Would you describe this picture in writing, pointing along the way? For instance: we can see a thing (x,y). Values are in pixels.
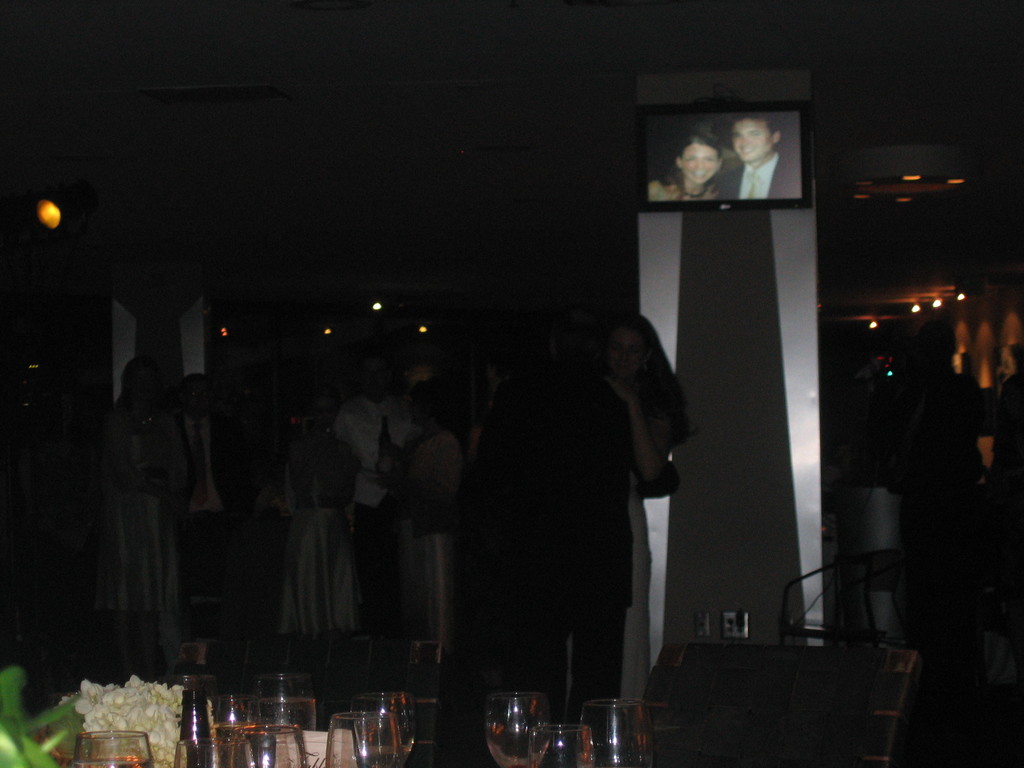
In this image, I can see groups of people (291,501) standing. At the bottom of the image (402,701), I can see the glasses (285,744), chairs (797,726) and few other objects (16,703). At the top of the image (715,196), It looks like a television screen (728,198), which is attached to a pillar (763,287). I can see the lights (54,218), which are attached to the ceiling (897,279).
